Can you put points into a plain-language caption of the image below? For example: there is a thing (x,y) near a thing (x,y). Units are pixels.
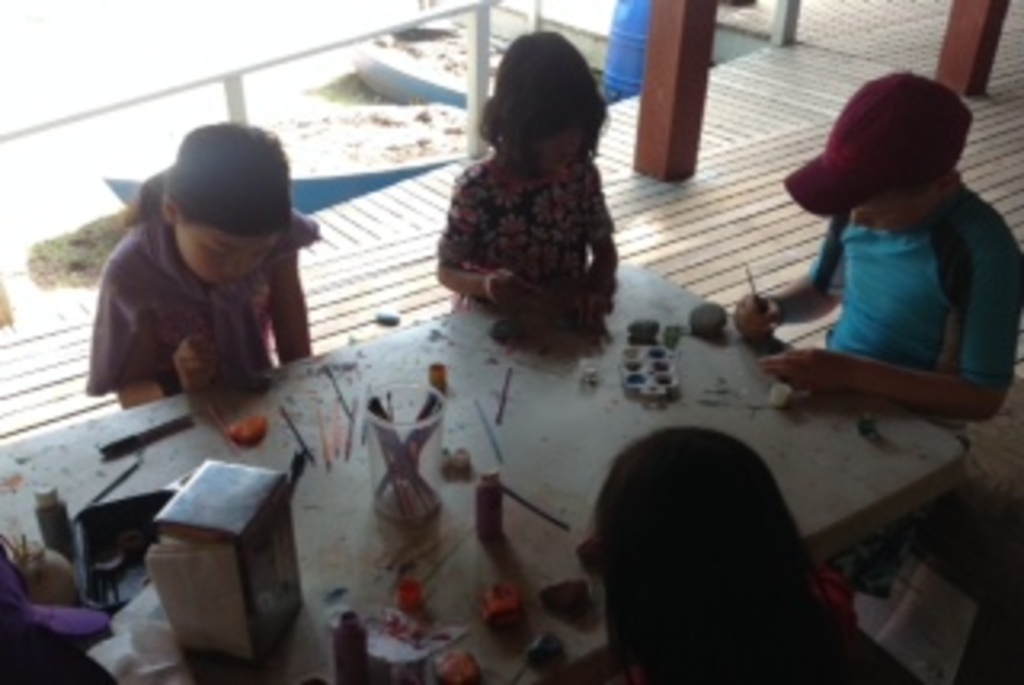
This picture shows four people (660,589) seated and playing with water colors (393,624) on the table (357,543) and we see a glass (415,480) and few pens (349,408) on the table (403,575).
